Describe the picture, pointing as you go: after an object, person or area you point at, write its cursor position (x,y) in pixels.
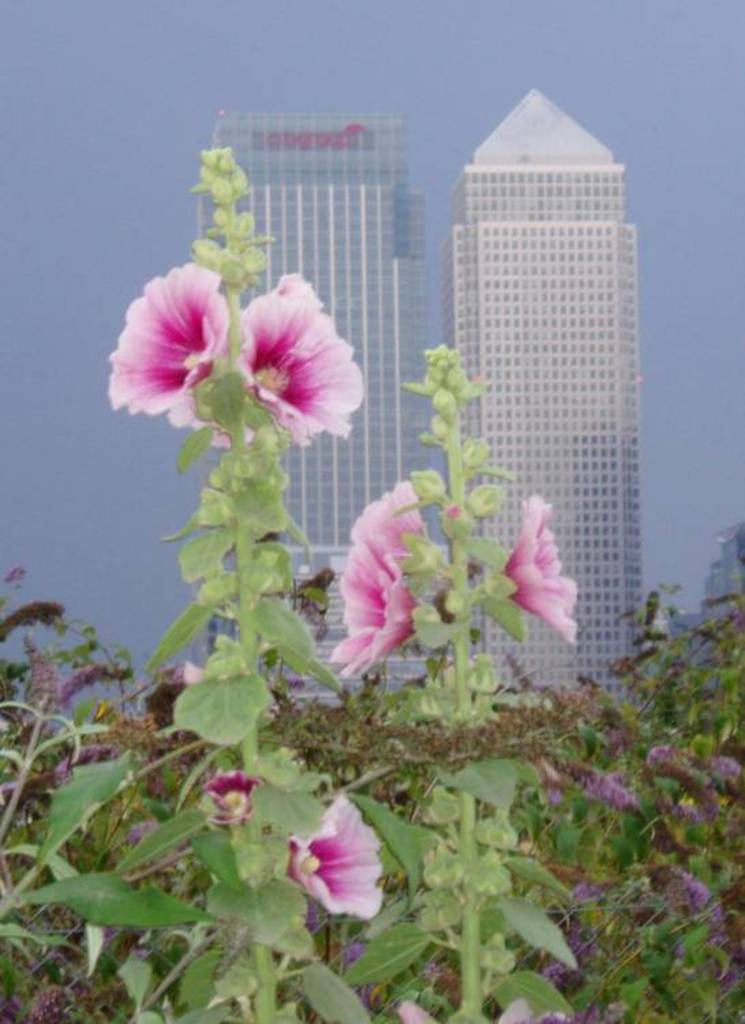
In this picture I can see flower plants (284,300) in the foreground (360,761). I can see tower buildings (413,325) in the background (491,275). I can see clouds (453,128) in the sky (436,117).
